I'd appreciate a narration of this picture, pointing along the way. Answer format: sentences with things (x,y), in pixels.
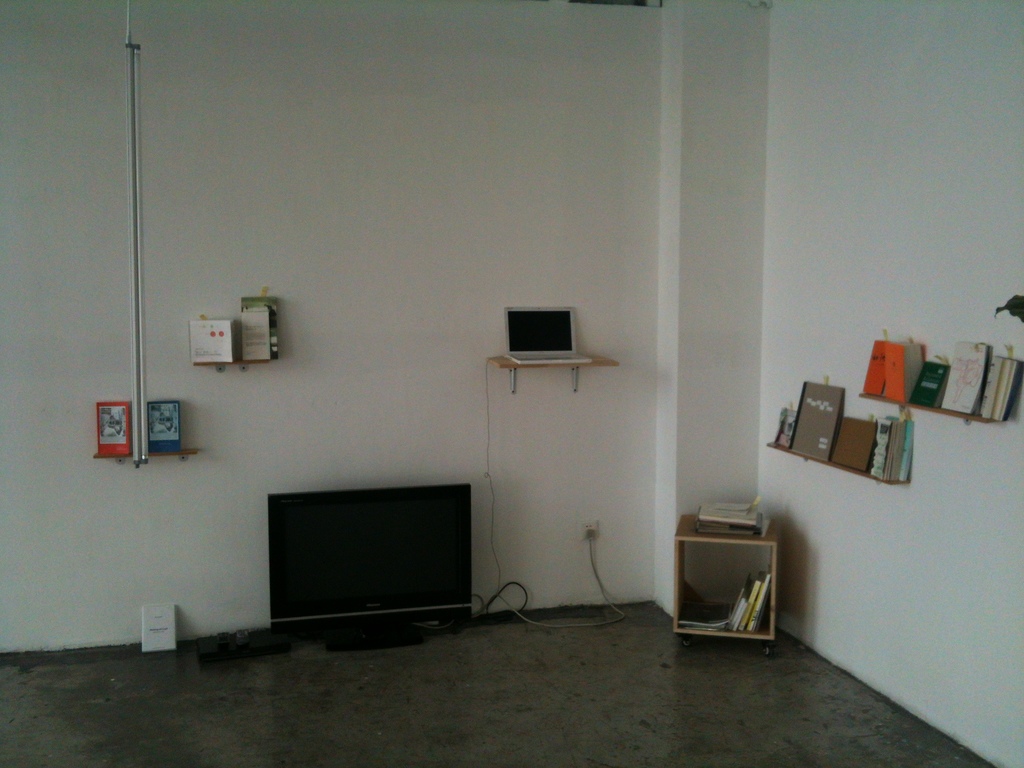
In this image it looks like inside of the house (690,465). And there is a T. V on the floor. And there is a plugin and a wire (590,545). And there is a stand (767,541), on that there are books (710,516). And there is a wall (285,299), to that wall (166,320) there are frames (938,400), calendar (221,331) and laptop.
